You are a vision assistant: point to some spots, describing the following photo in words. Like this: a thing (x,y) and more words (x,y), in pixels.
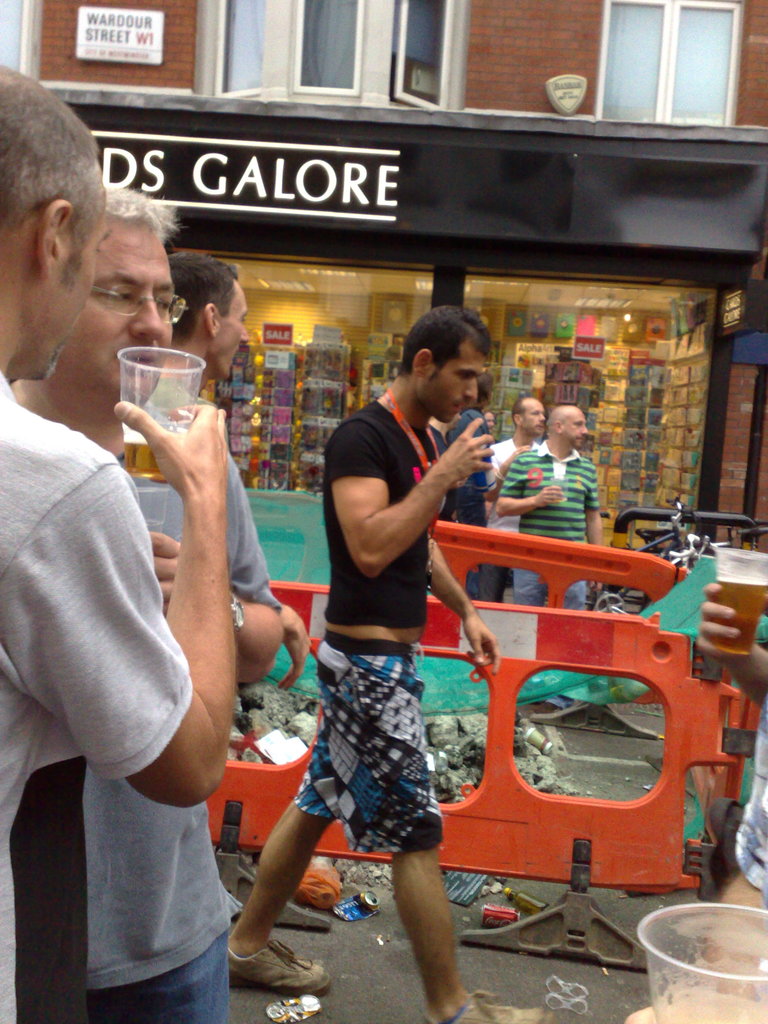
In the picture I can see a person (91,491) wearing grey color T-shirt (86,642) is holding a glass (189,420) with a drink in it, we can see a few more people (568,416) walking on the road (336,1000), we can see road barriers (652,628), store (674,362) with glass doors (673,371) and we can see a building (166,87) with glass windows (652,28). Here I can see the boards (139,166).
